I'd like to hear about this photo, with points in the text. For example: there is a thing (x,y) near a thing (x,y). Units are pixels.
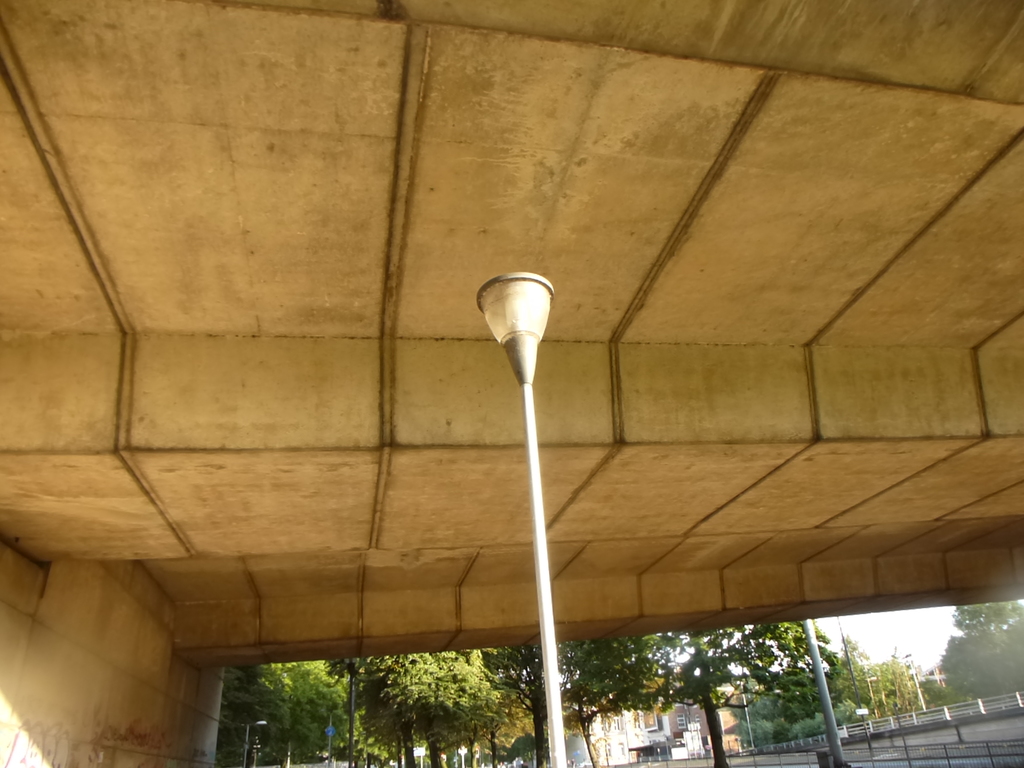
In this image there is a road (703,759), trees (791,718), buildings (636,718) and roof (4,311) of the flyover (844,568) also there is a light pole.
